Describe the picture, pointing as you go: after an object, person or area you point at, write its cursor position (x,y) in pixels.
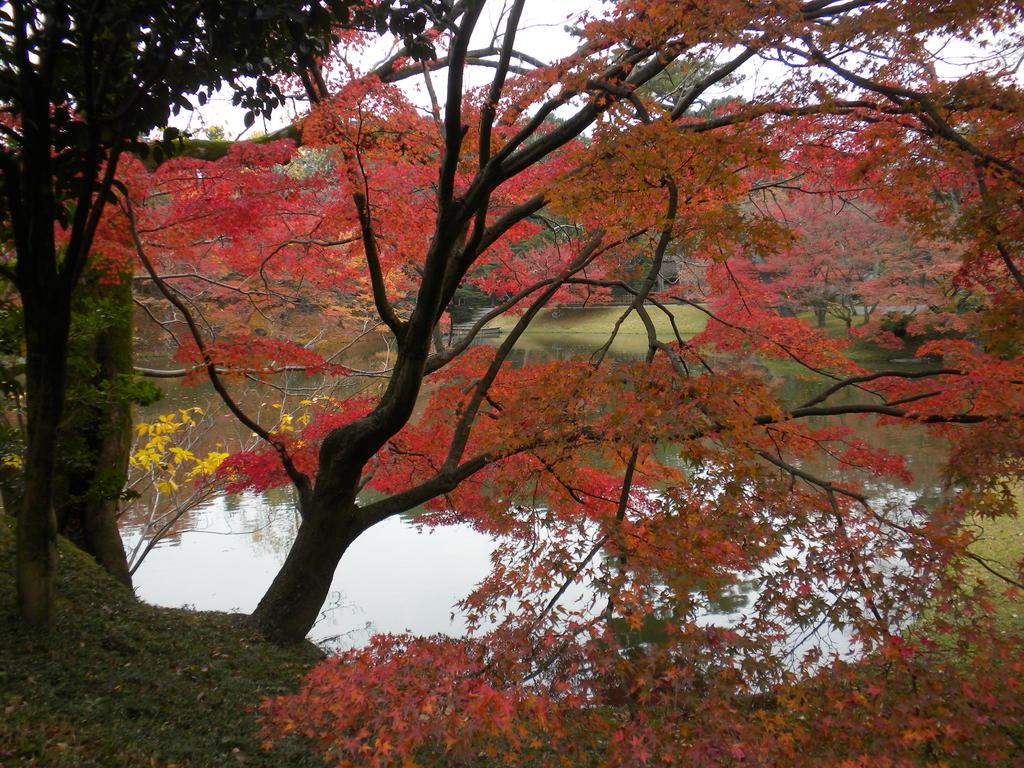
These are the trees (368,429) with branches (345,473) and leaves (723,266). I can see the leaves (596,379), which are red and yellow in color. This is the grass (198,688). I can see the water (407,556).
